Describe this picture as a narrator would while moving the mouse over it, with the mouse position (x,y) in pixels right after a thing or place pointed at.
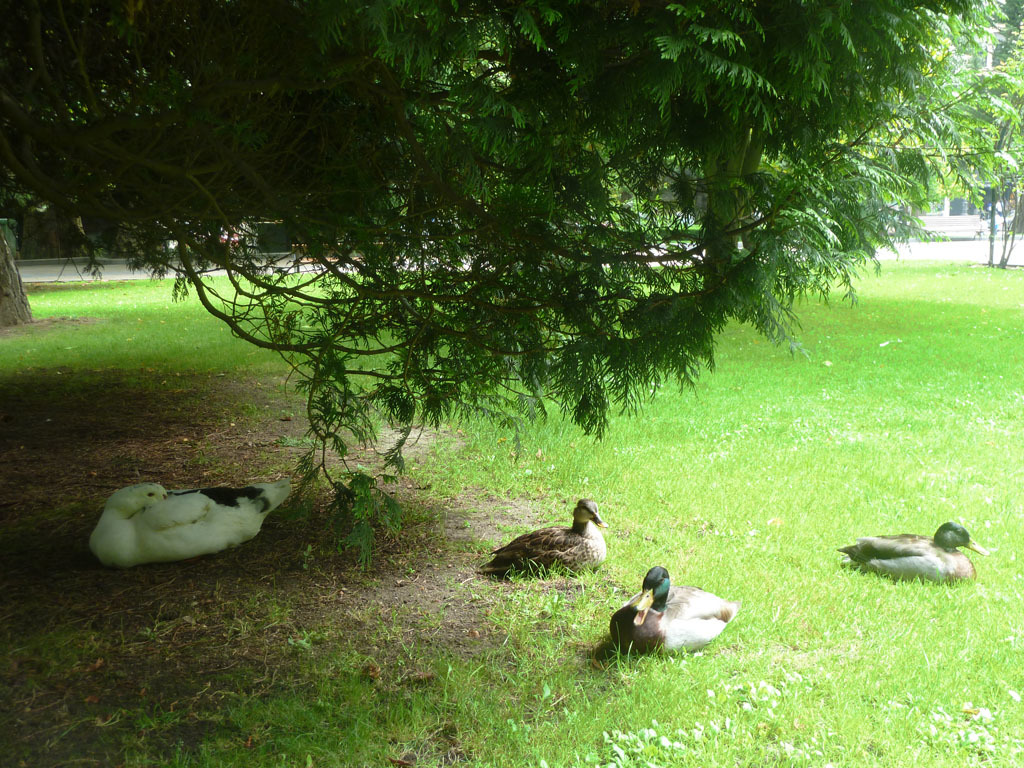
At the bottom of the picture (423,521) there are ducks (958,565) and grass (850,630). At the top (350,110) there are trees (674,108). In the background (10,269) there are trees (960,185) and building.
